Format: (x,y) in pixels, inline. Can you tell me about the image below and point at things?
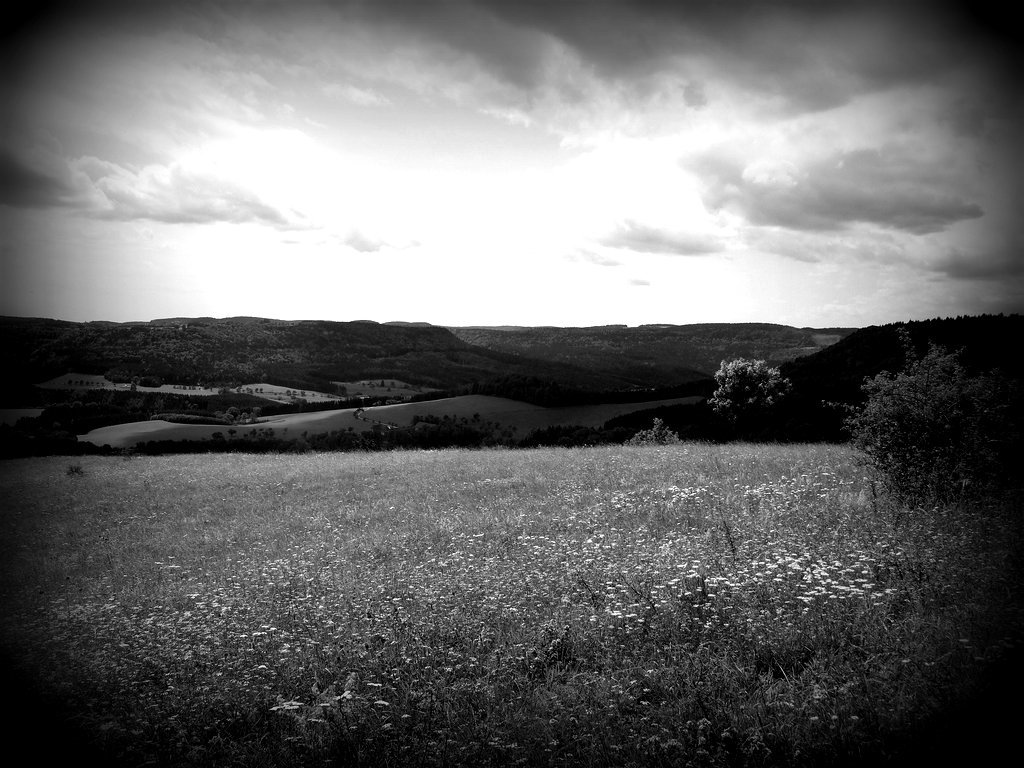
This is a black and white image. There are plants (304,503) and there are hills (378,328) at the back (482,332).
